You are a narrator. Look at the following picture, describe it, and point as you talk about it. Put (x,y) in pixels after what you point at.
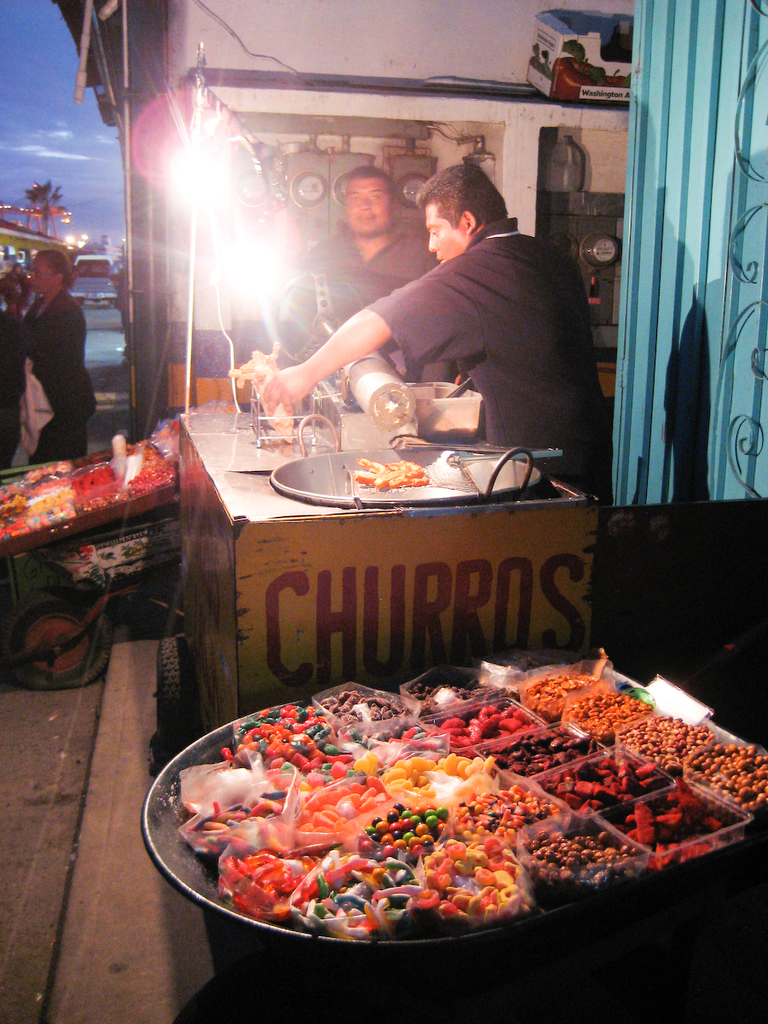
At the bottom of the image (289,865) we can see one plate type object (170,808). In that object (162,801), we can see plastic covers (525,874) and boxes (571,835). And we can see some food items (425,823) in the plastic covers (449,838) and in the boxes (473,753). In the center of the image (378,544) we can see one table (204,607), four wheel cart (373,532), containers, some food items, two persons (405,283) are standing and holding some objects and a few other objects (130,563). In the background (237,242) we can see the sky (52,74), clouds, buildings (169,220), one tree (45,189), one vehicle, few people (45,368) are standing and a few other objects (79,242).
